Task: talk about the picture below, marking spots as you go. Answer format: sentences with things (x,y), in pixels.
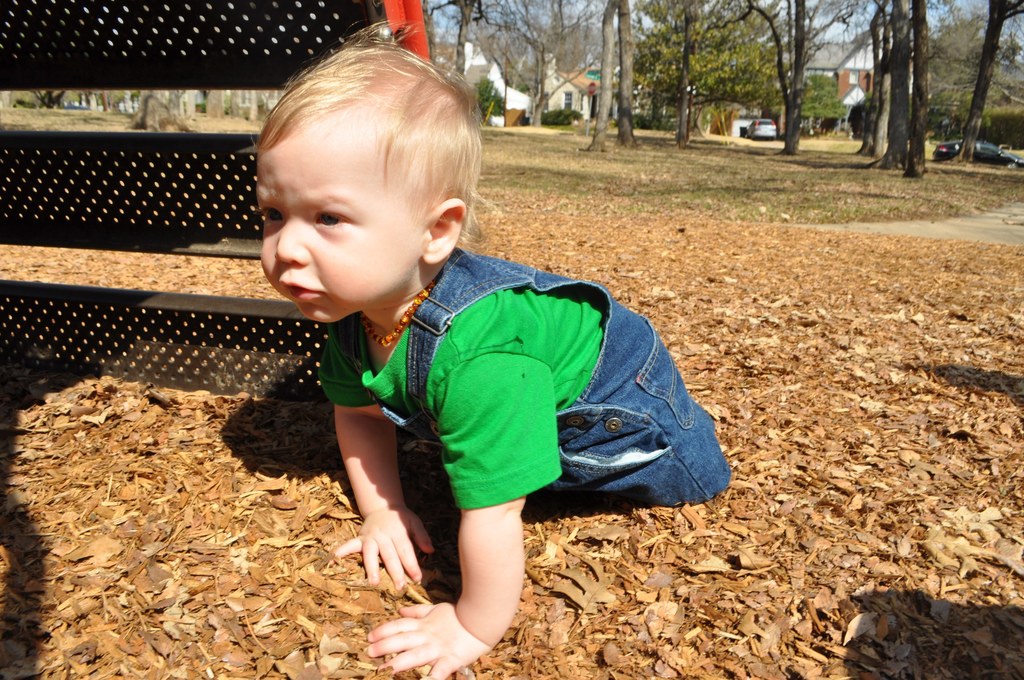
In this picture there is a boy (504,398) and there is an object (164,81). At the back (680,78) there are buildings (861,76) and trees (606,132) and vehicles (995,160). At the top (937,15) there is sky (820,38). At the bottom (870,651) there is a pavement (954,235) and there are dried leaves (671,542).
